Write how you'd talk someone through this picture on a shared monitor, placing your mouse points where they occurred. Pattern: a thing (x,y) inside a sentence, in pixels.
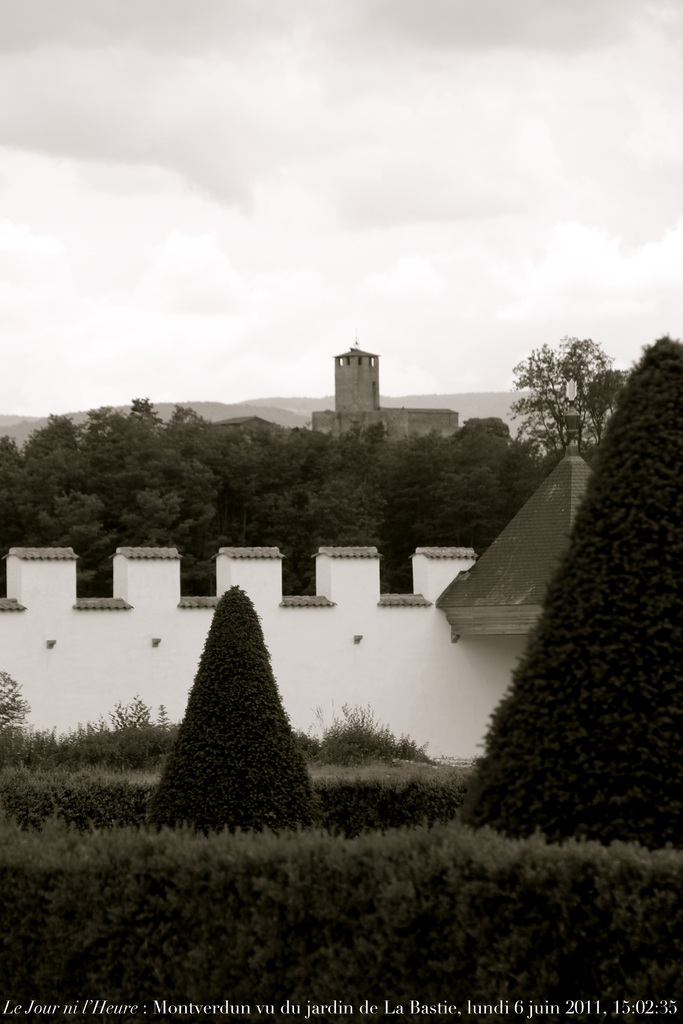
Sky (277,180) is cloudy. Here we can see plants (432,856), trees (421,480), white wall (360,600) and building (365,404). Bottom of the image (354,1003) there is a watermark (361,1008).
